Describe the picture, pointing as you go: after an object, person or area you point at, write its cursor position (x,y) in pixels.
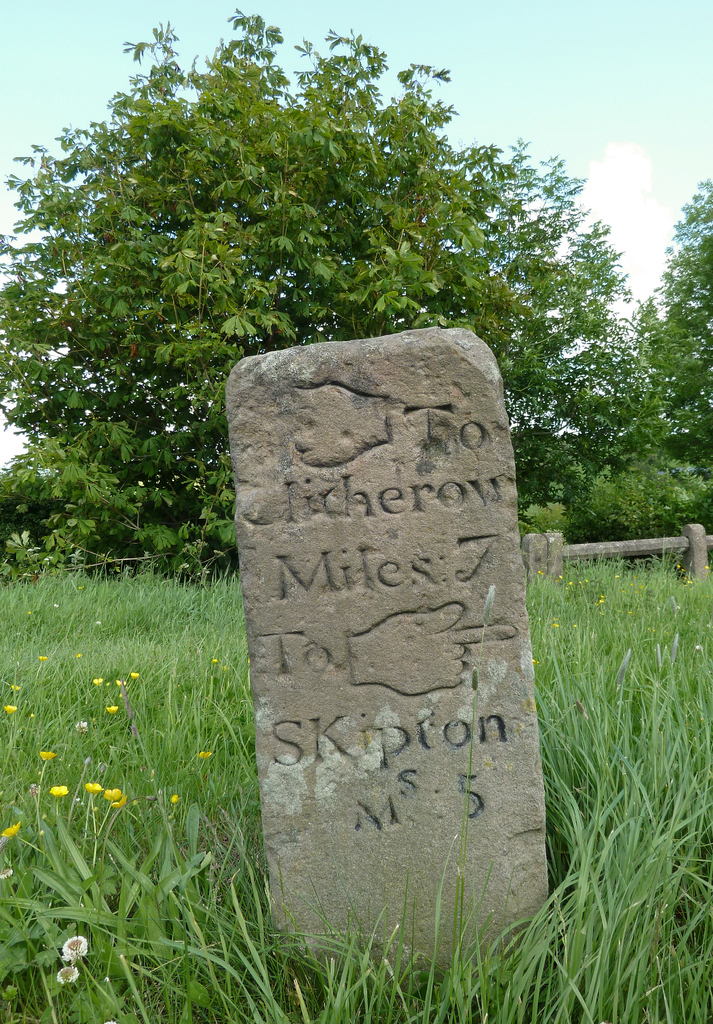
There is a stone (470,676) on which, there are some texts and symbols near grass (655,743) and plants (44,773) which are having flowers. In the background (154,325), there are trees (444,309) and clouds (669,243) in the blue sky (93,53).
